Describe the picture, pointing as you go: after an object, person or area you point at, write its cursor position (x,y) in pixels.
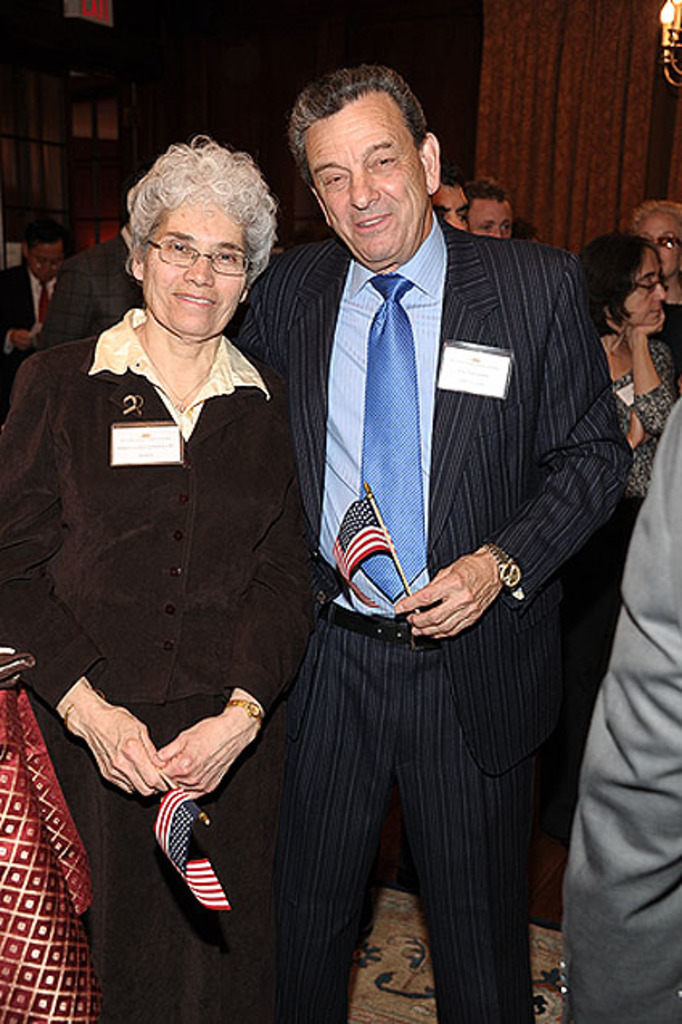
In front of the image there are two people (400,256) having a smile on their faces (369,213) and they are holding the flags (369,501). Behind them there are a few other people (25,310) standing. In the background of the image (559,36) there are curtains (523,130). There is a display board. On top of the image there is a chandelier (662,20). On the left side of the image (18,940) there is some object (11,650). At the bottom of the image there is a mat (355,974) on the floor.
